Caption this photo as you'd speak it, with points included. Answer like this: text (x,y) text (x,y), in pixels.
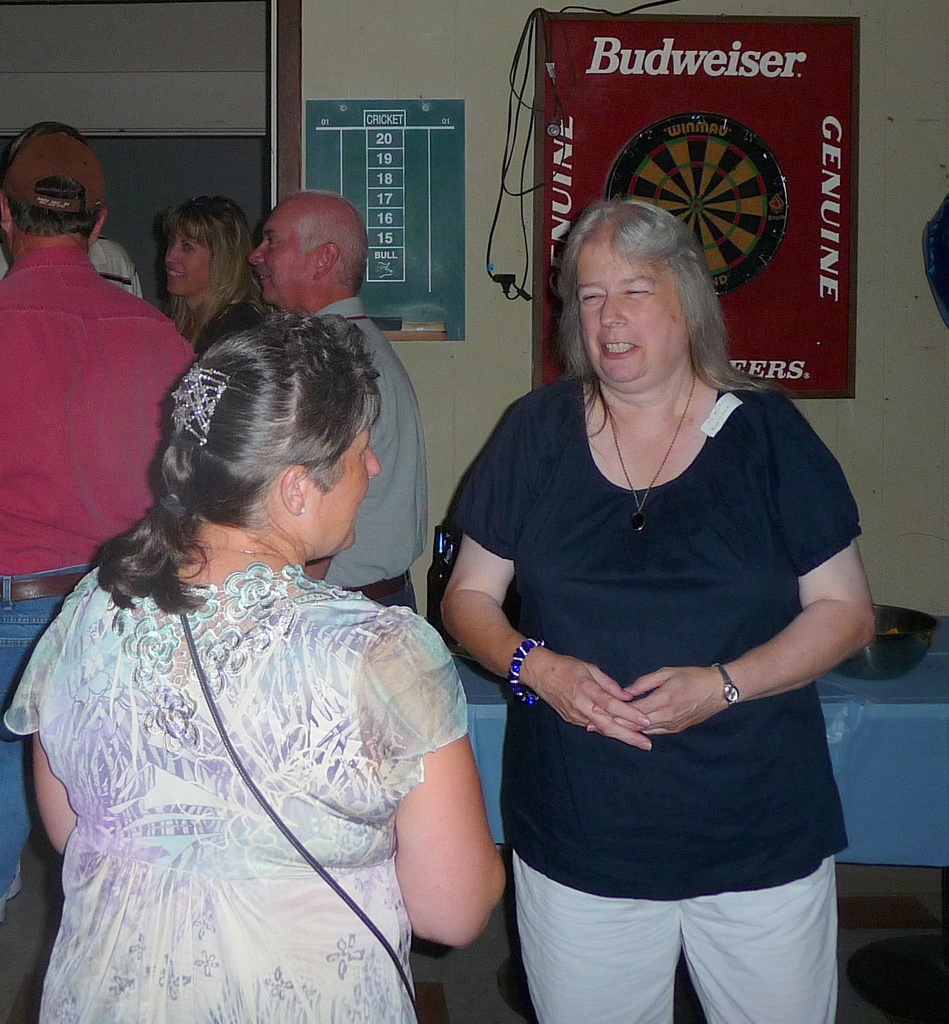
In the center of this picture (535,540) we can see the group of persons (386,663) standing. In the background (493,134) we can see the wall (472,18) and we can see the boards (832,330) on which we can see the text (801,372) and there is a table (491,719) on the top of which some items (839,669) are placed and we can see the circular target (716,150) in the background (638,188).
